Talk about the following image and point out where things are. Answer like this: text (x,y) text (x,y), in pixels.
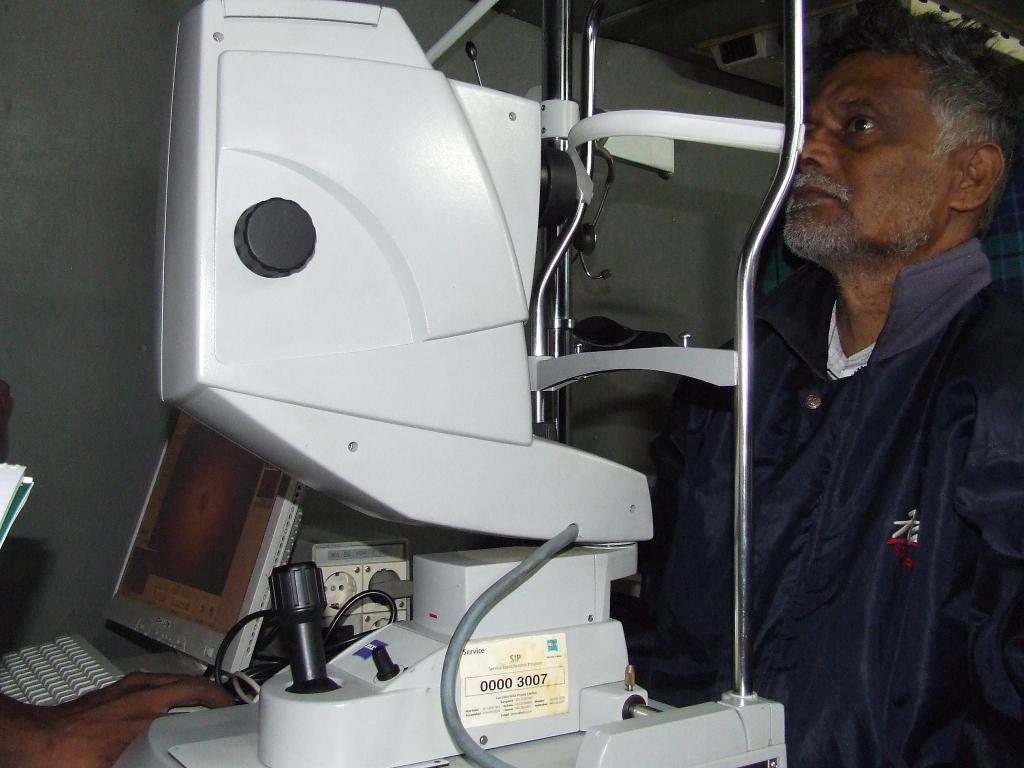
In the image we can see there is a man (848,411) standing and there is an eye check up machine (316,638). There is a monitor (150,585), keyboard (69,637) and a person (144,703) kept his hand (144,703) on the mouse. There is a socket (349,586) on the wall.
